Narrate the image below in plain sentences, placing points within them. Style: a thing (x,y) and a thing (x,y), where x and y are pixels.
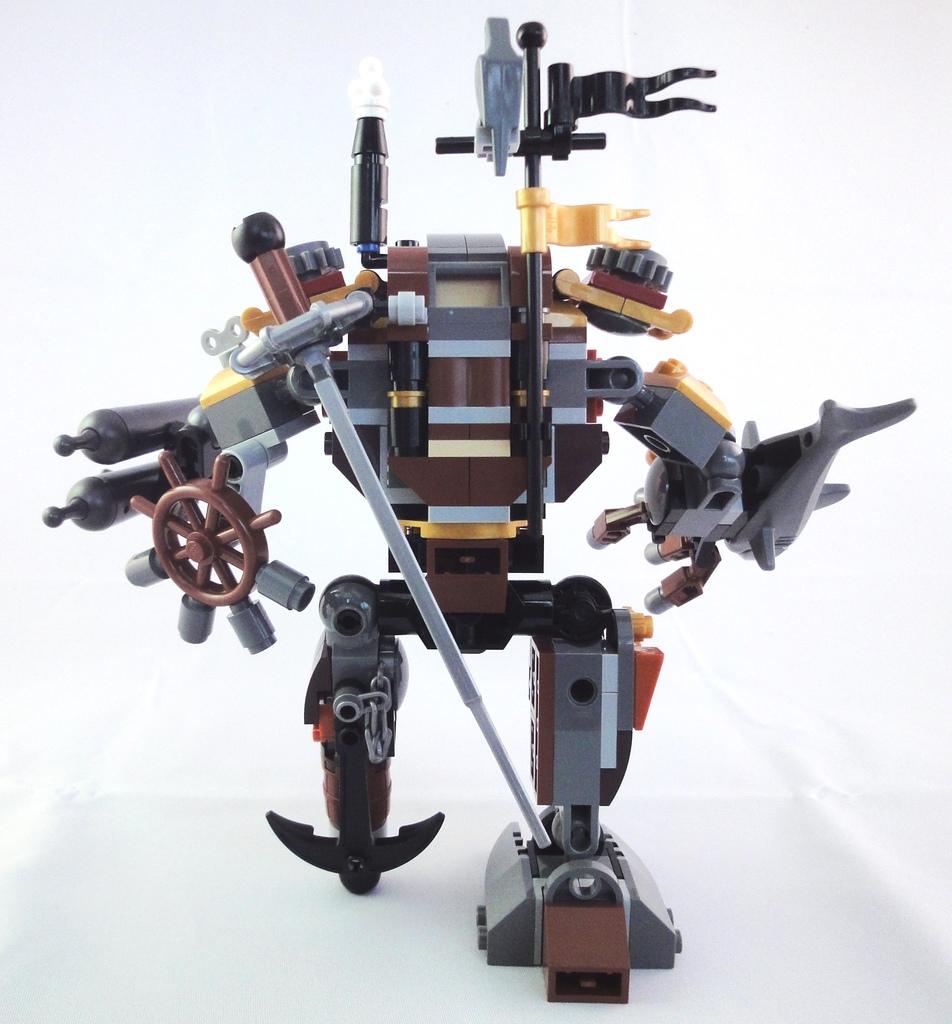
In this picture, we see the robot (558,367) in brown, black, grey and yellow color. In the background (825,664), it is white in color.
